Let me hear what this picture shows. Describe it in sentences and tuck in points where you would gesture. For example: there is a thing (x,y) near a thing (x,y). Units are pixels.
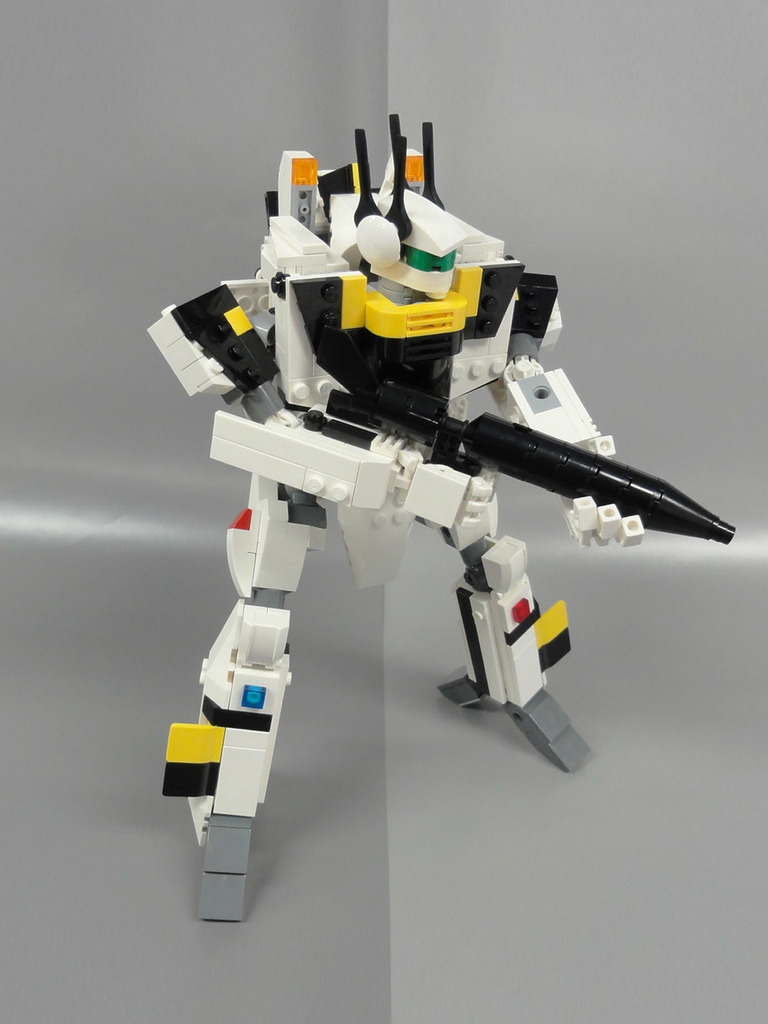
In the image it seems like a small robot (386,265).
